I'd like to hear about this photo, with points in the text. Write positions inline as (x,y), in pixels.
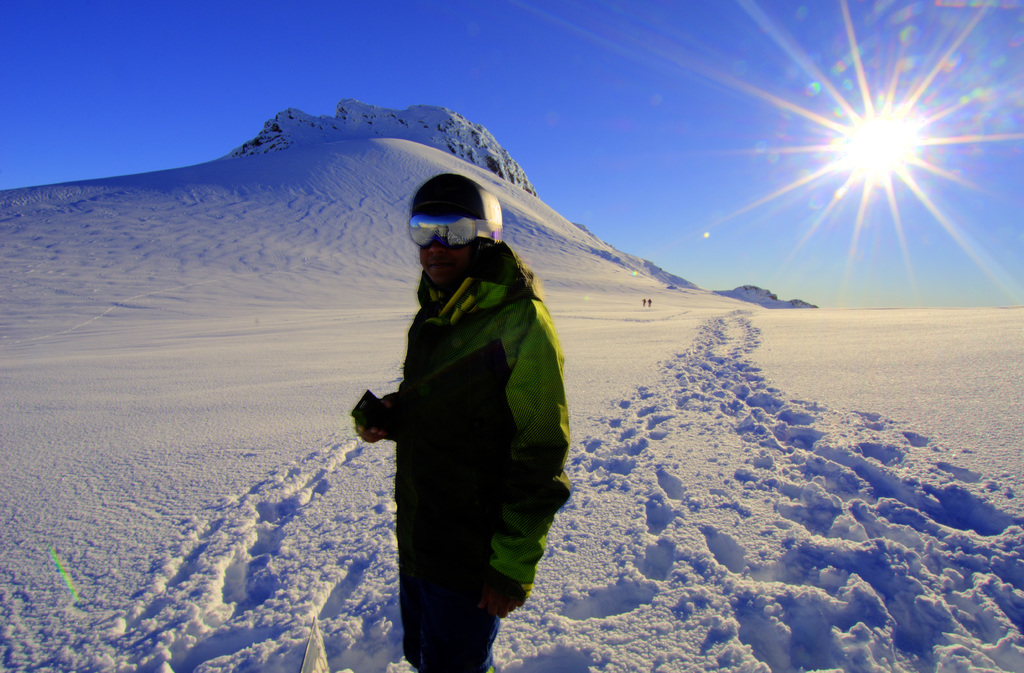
In this picture, we can see a few persons (472,210) and only one person (458,180) is highlighted and we can see the ground (677,587) covered with snow (634,389) and the mountain (337,137) is also covered with snow (319,199) and we can see the sky (810,213), the sun (871,179).
